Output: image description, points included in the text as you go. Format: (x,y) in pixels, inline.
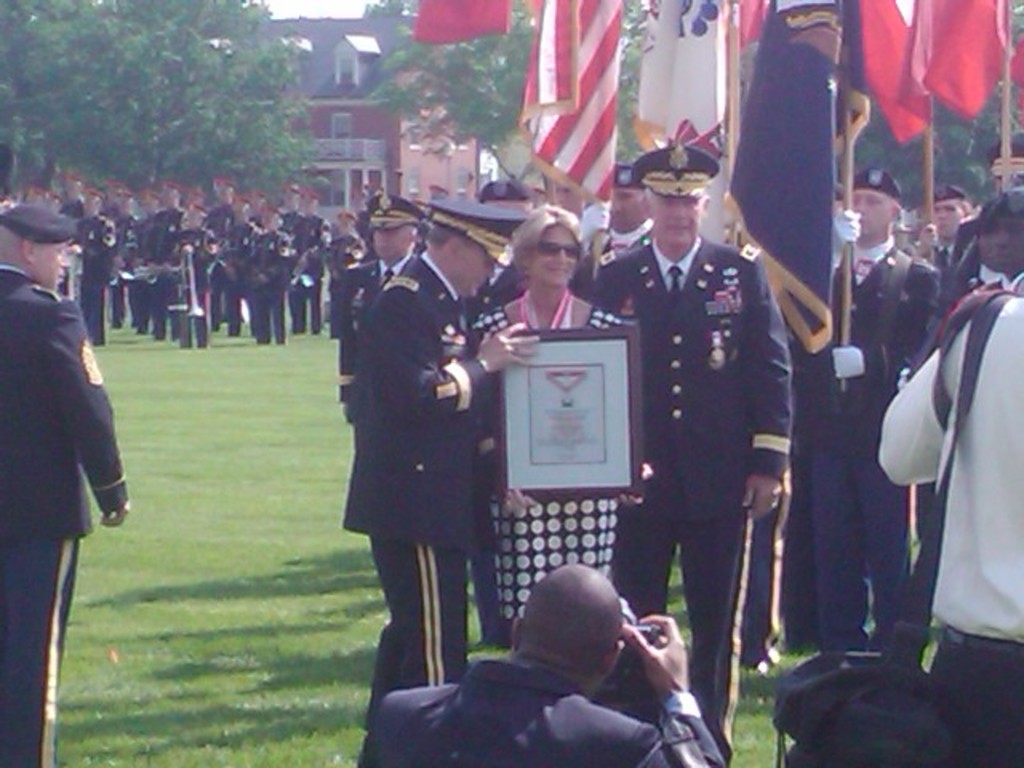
In this image I see number of people (540,251) in which few of them are holding flags (755,133) in their hands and few of them are holding musical instruments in their hands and I see that this man (384,323) and this woman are holding this frame (533,399) and this man (516,627) is holding a camera (659,628) in his hands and I see the grass (267,505). In the background (37,65) I see the buildings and the trees (221,62).
